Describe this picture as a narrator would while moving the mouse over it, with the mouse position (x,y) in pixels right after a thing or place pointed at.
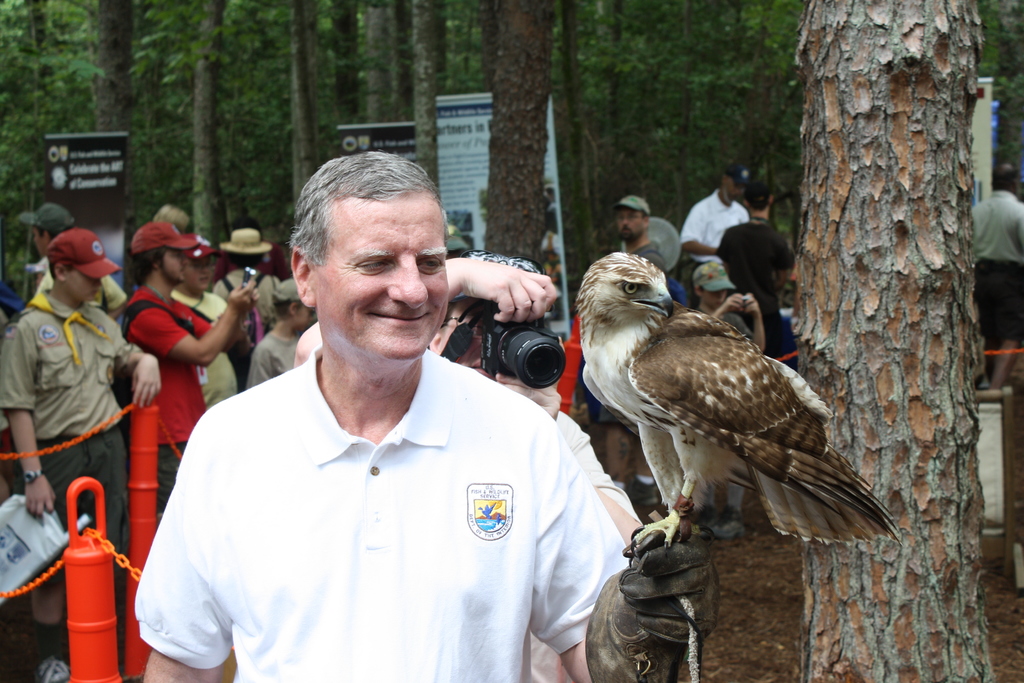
This is the man (389,318) standing and smiling. I can see a hawk (606,371) standing on a person's hand (648,574). Here is a person (503,307) holding a camera (528,348) and clicking pictures. There are group of people (210,294) standing. This looks like a tree trunk (929,301). I can see the boards (455,174). I think these are the kind of barricades (133,489). I can see the trees (161,140).
